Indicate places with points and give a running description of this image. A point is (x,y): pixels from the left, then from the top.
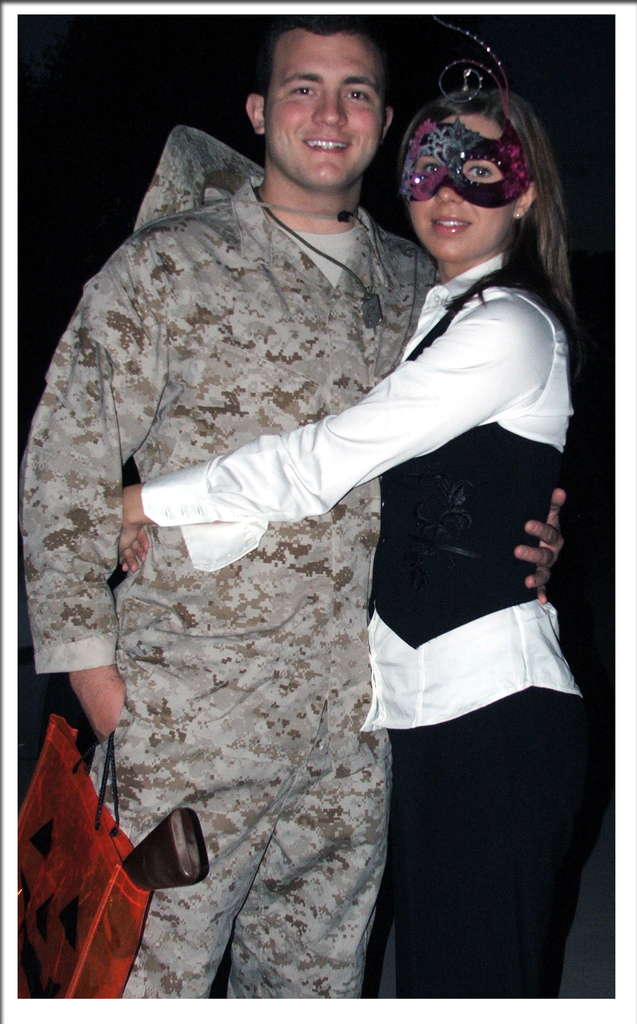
In this picture we can see a man (324,295) and woman (481,122), he is holding a bag (97,855) and she wore a mask (461,141), also we can see dark background (66,156).
